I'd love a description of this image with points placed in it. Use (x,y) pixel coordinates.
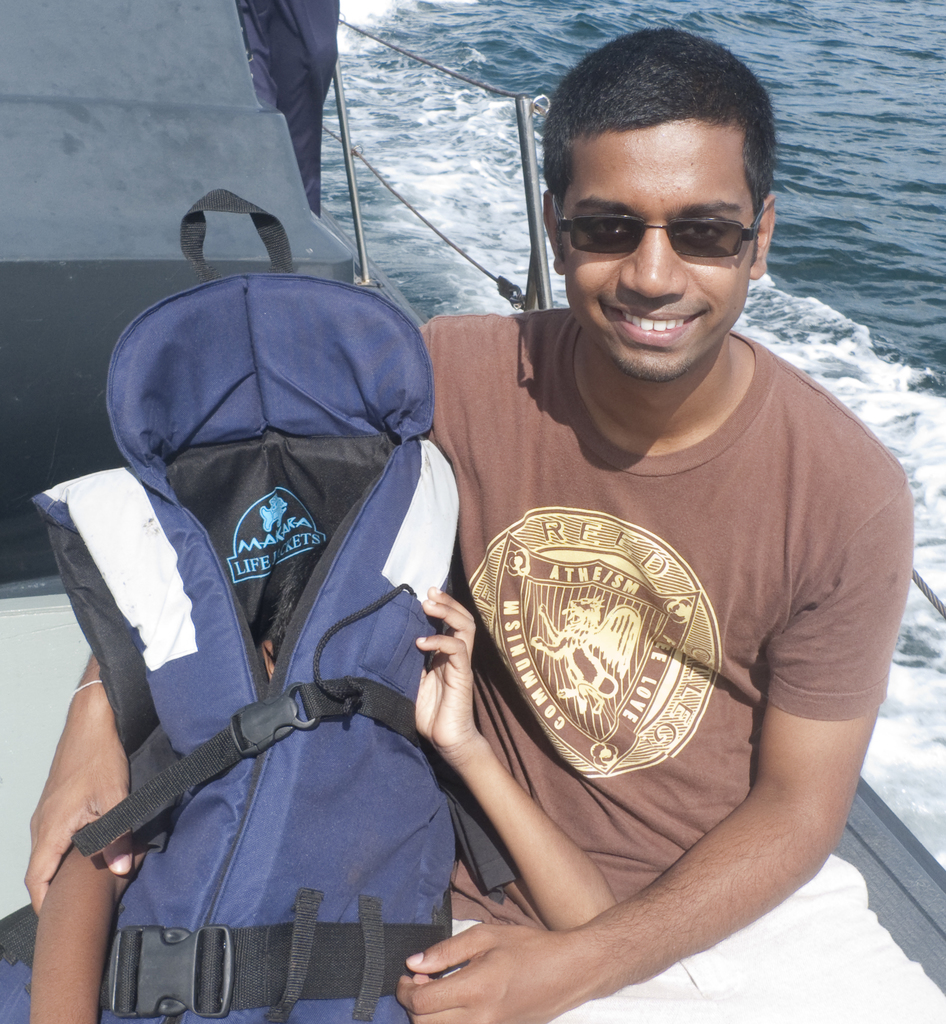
In this picture I can see a person (593,777) holding a boy (346,756) and riding boat (31,567) in a water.
